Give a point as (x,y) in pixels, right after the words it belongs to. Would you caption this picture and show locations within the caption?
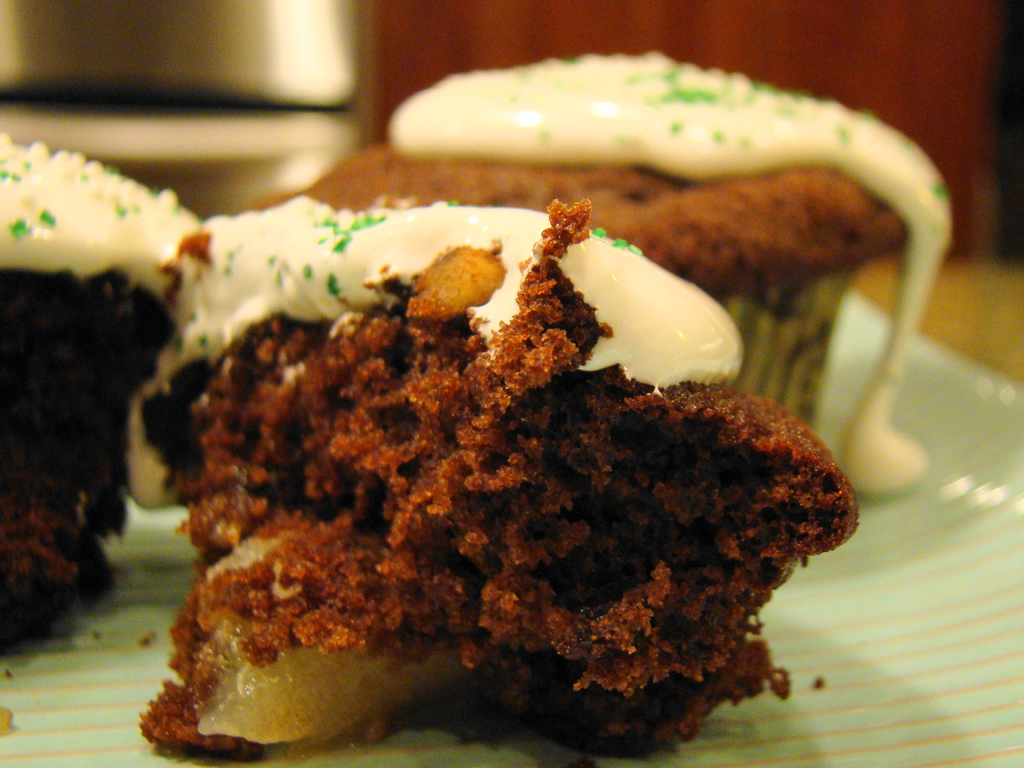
In this image I can see three cupcakes (402,338) and on it I can see white colour cream (122,226). I can also see this image is little bit blurry in the background (920,42).
